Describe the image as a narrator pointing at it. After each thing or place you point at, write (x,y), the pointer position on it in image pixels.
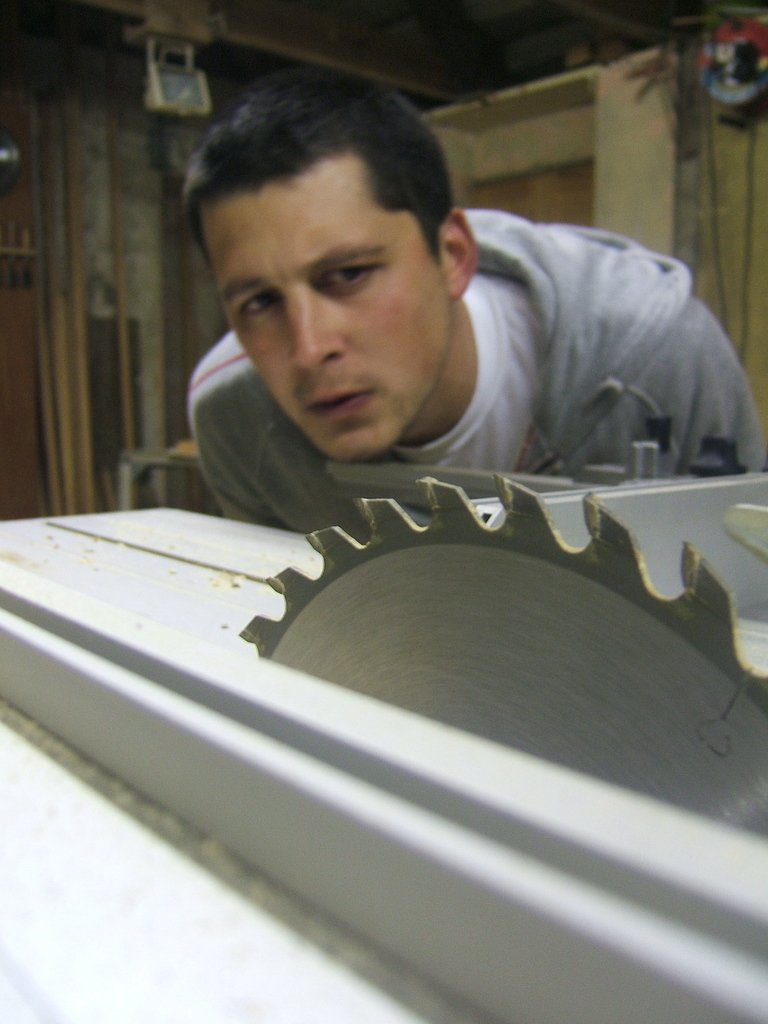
In the center of the image (355,499) there is a person (340,521). he is wearing a jacket (634,296). At the bottom of the image (755,722) there is some blade (454,494).
